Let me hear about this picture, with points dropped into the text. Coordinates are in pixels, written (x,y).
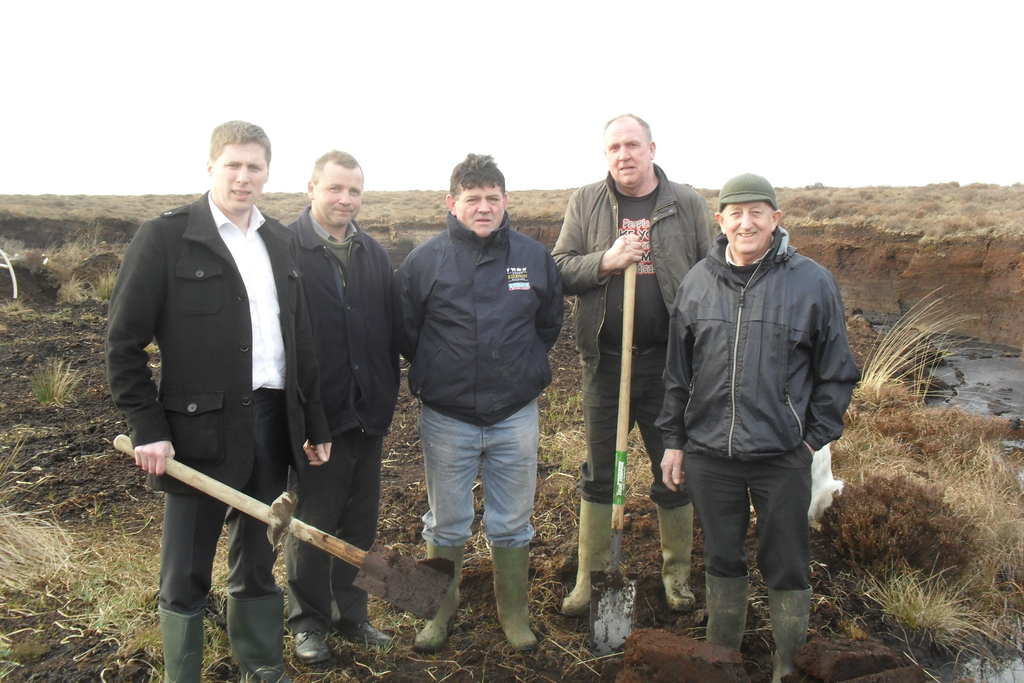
In this picture we can see ground (66,676), plants (801,210), grass (966,577). We can see the men (674,353) are standing. Few men (652,349) are holding tools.
